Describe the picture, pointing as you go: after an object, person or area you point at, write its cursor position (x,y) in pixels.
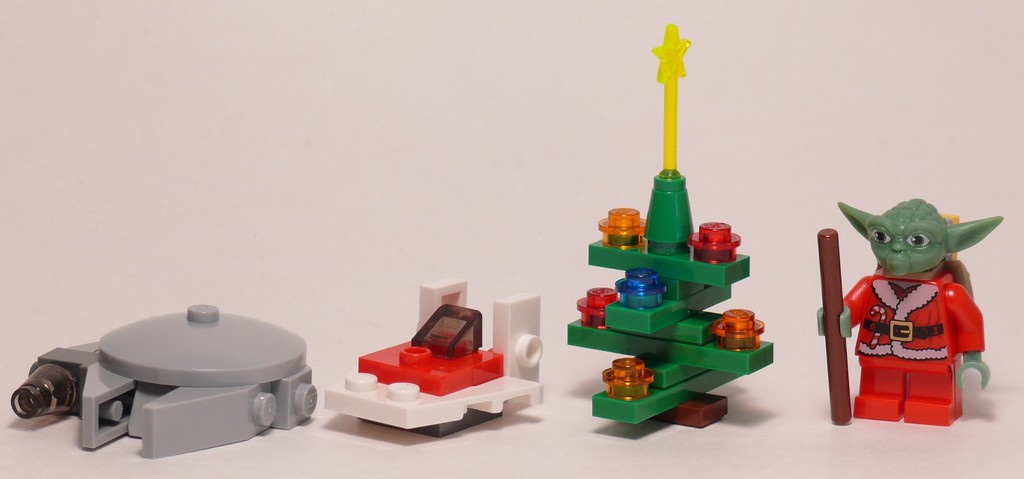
In this image I see the lego toys (632,323) which are colorful and these all toys (660,400) are on the white surface (229,463) and it is white in the background (748,181).
